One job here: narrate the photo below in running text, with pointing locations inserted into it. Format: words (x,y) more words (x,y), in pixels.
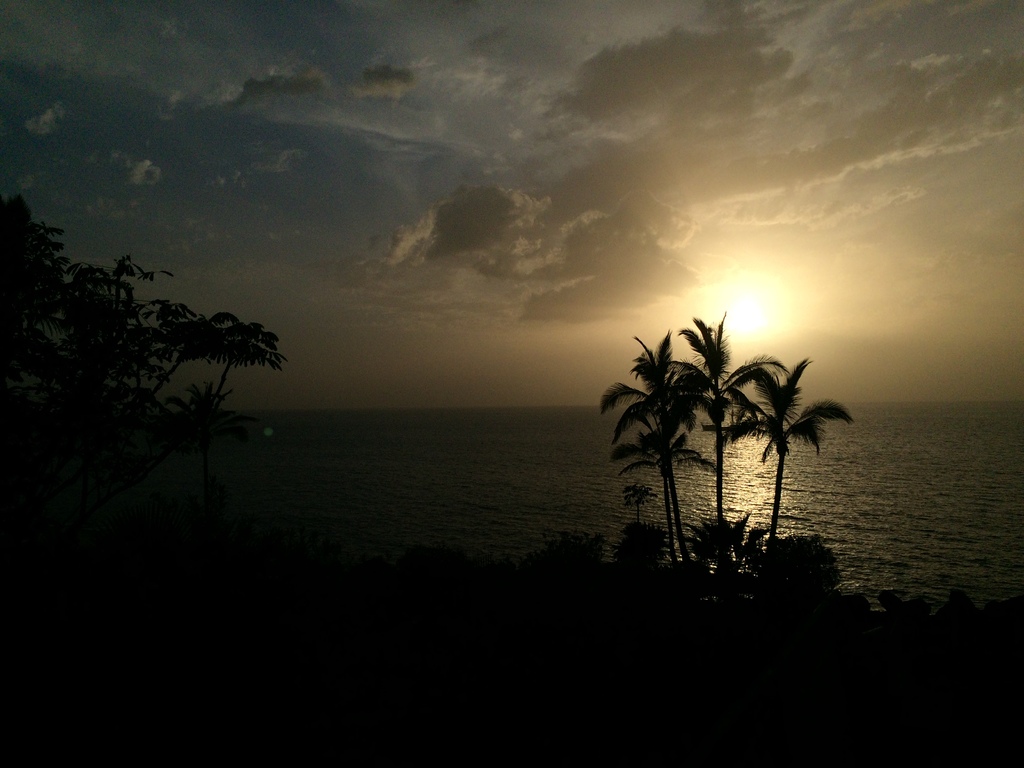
As we can see in the image there are trees (689,388), water (545,488), sky (522,247), clouds (643,171) and the image is little dark.
